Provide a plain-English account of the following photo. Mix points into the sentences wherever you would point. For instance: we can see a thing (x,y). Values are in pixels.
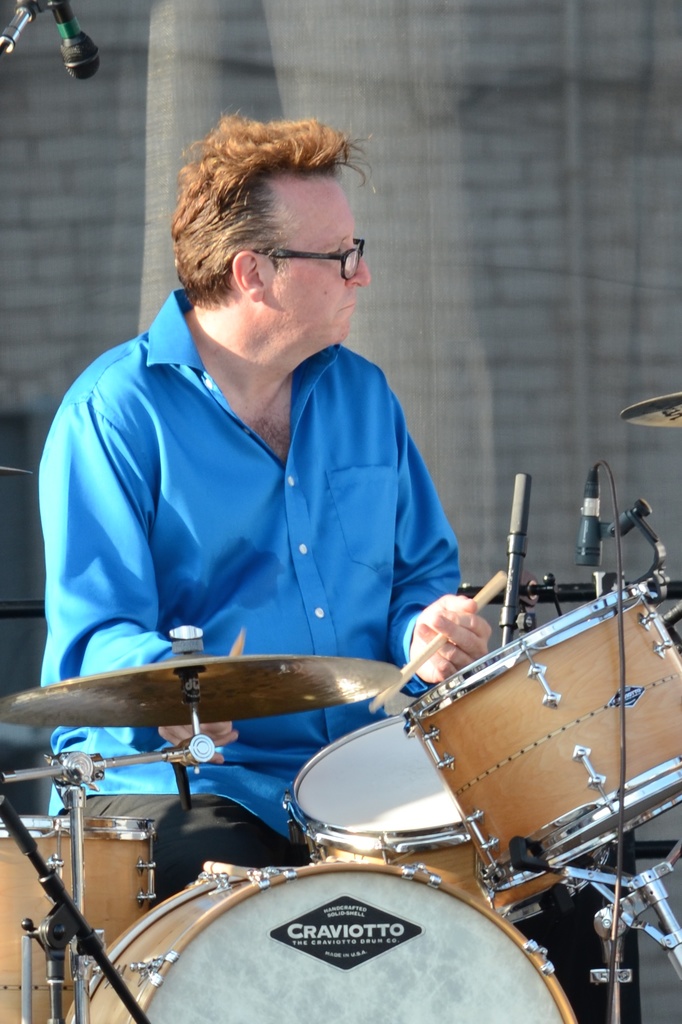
In this image we can see a man (277,484) is playing musical instruments (64,709). Here we can see a mike (67,12). In the background (37,26) we can see wall (474,281).
